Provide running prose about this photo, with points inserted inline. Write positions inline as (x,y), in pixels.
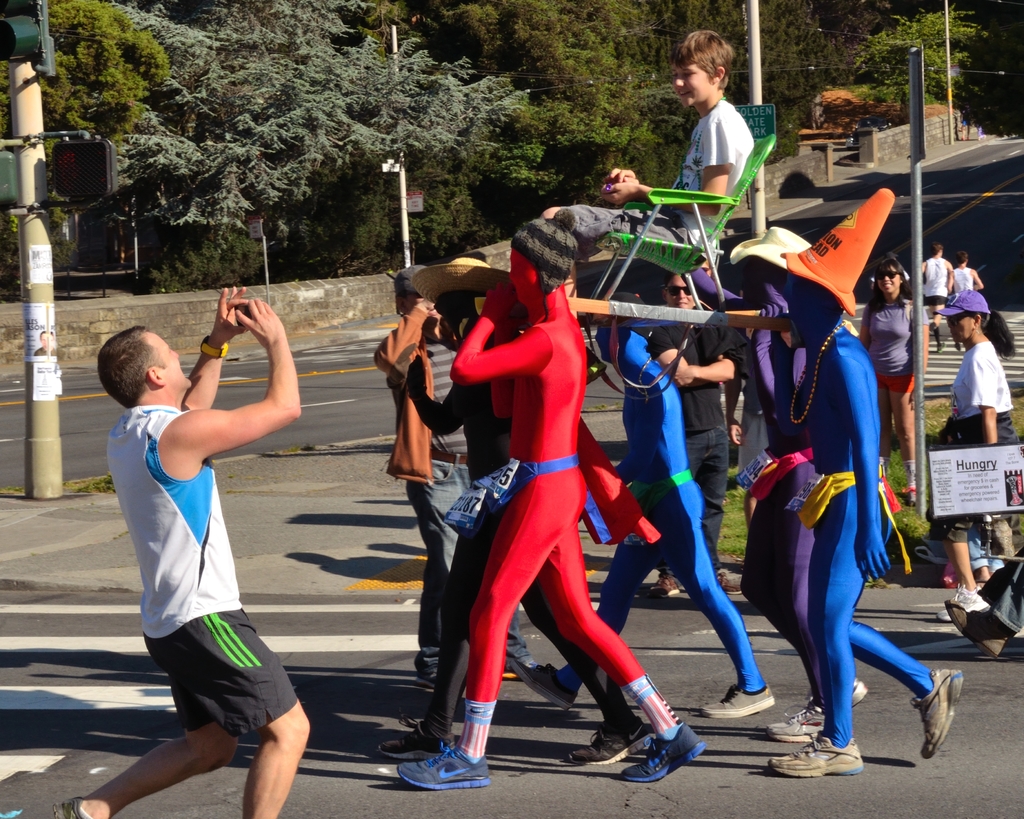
In the picture we can see a road (1012,775) on it we can see some people (564,637) are walking holding a boy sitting in the chair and they are in different costumes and in front of them we can see a man (128,515) standing and capturing them with camera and behind them we can see some people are walking with them and in the background (25,326) we can see poles (950,135), wall (10,313) and behind it we can see trees (309,261).
